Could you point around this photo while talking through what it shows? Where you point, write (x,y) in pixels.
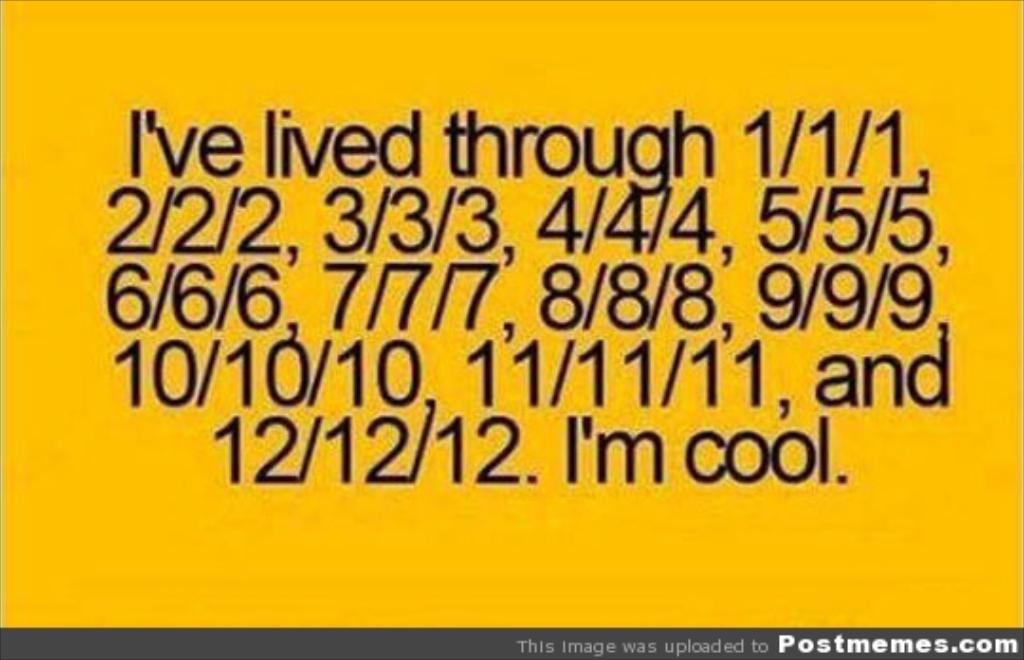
The picture consists of text (304,363) and numbers (347,361). The picture has yellow surface (129,170).
